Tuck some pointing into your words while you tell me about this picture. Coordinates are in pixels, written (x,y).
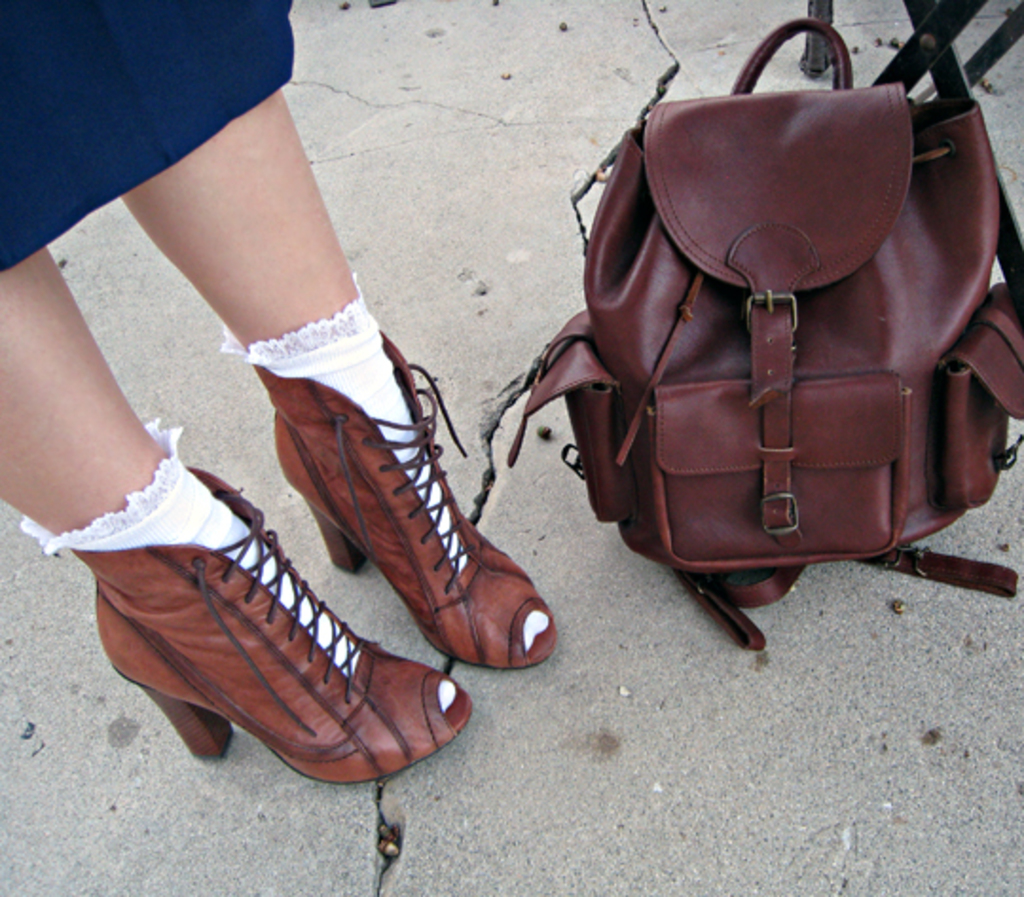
The women (214,638) wearing a brown shoe (327,654) and white socks (336,386) is standing and there is a brown bag (738,392) beside her.
